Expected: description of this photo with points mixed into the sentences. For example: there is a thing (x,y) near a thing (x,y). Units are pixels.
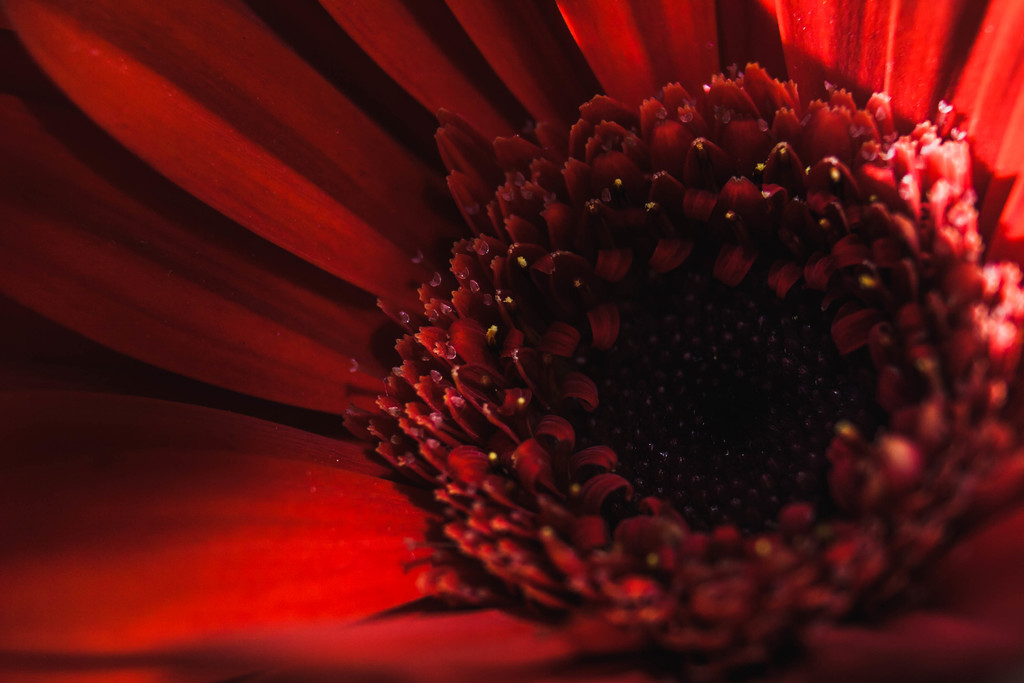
There is a red color flower (389,340).
